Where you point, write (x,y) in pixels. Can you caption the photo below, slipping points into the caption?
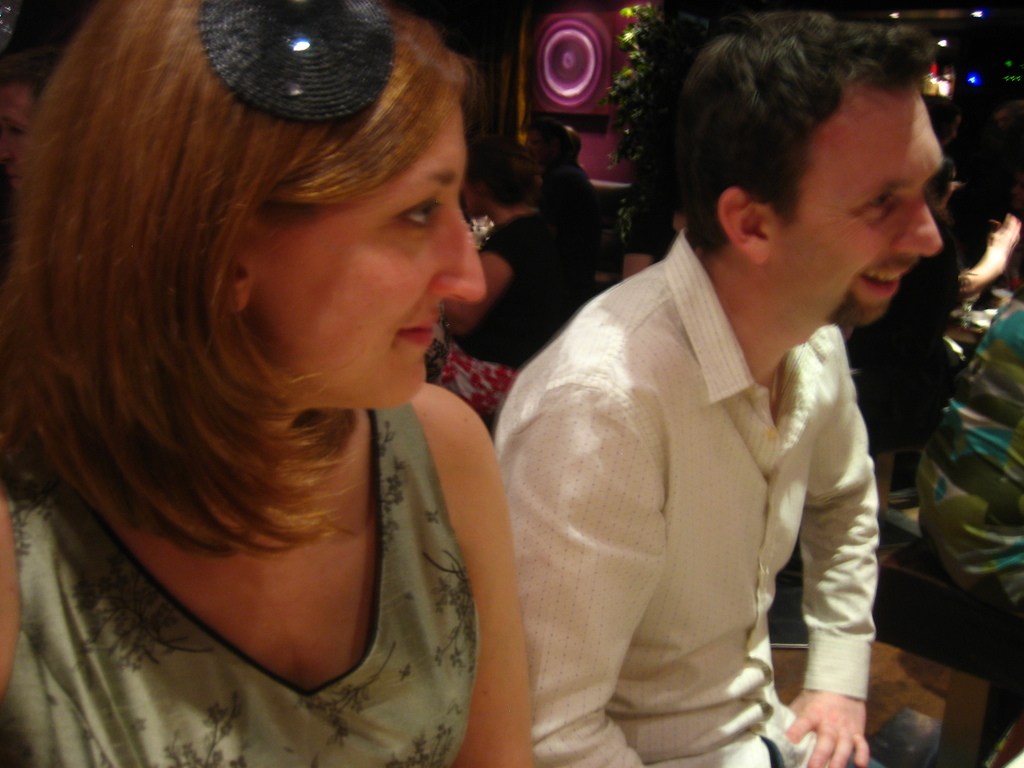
In this image I can see a woman (321,728) and a man (759,509) are sitting and smiling by looking at the right side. In the background (883,343), I can see some more people (579,197) in the dark and also there are few lights (934,74).
